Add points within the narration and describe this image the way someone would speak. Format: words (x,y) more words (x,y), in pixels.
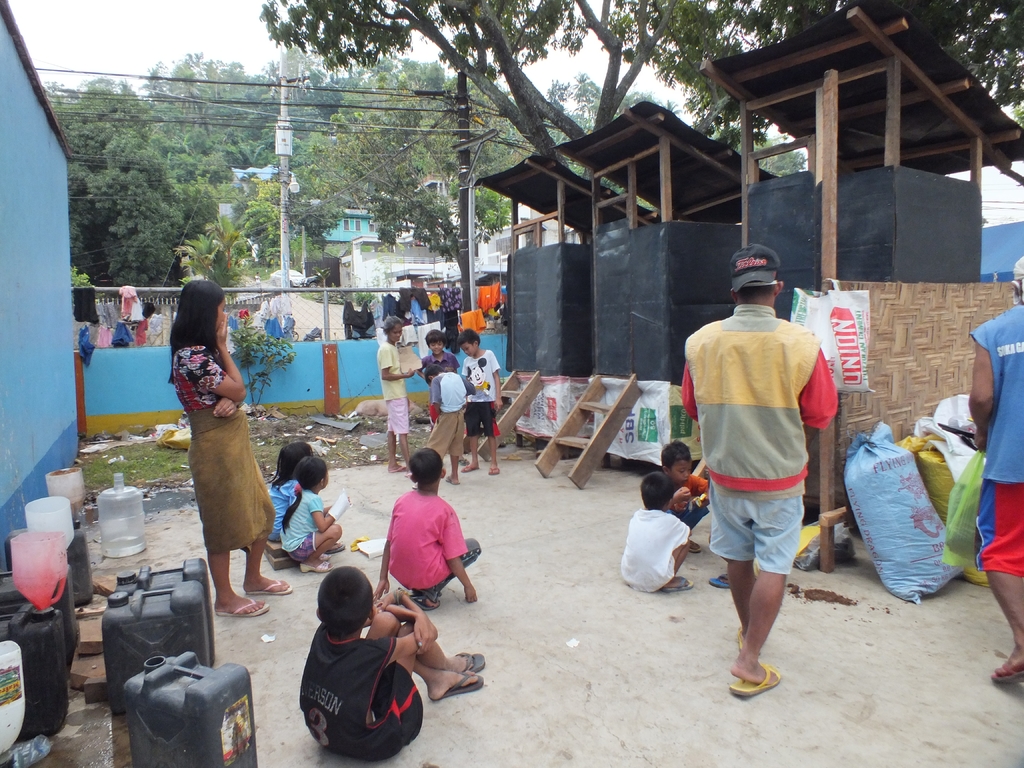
In this image we can see people (760,490) and there are kids (347,696) sitting. On the left (176,727) there are water containers (45,688). In the background (174,59) there are buildings (481,248), trees (157,261), wires (221,117) and sky (135,56). On the right (848,291) there are sheds (633,324) and bags (880,507). We can see clothes (504,306).
